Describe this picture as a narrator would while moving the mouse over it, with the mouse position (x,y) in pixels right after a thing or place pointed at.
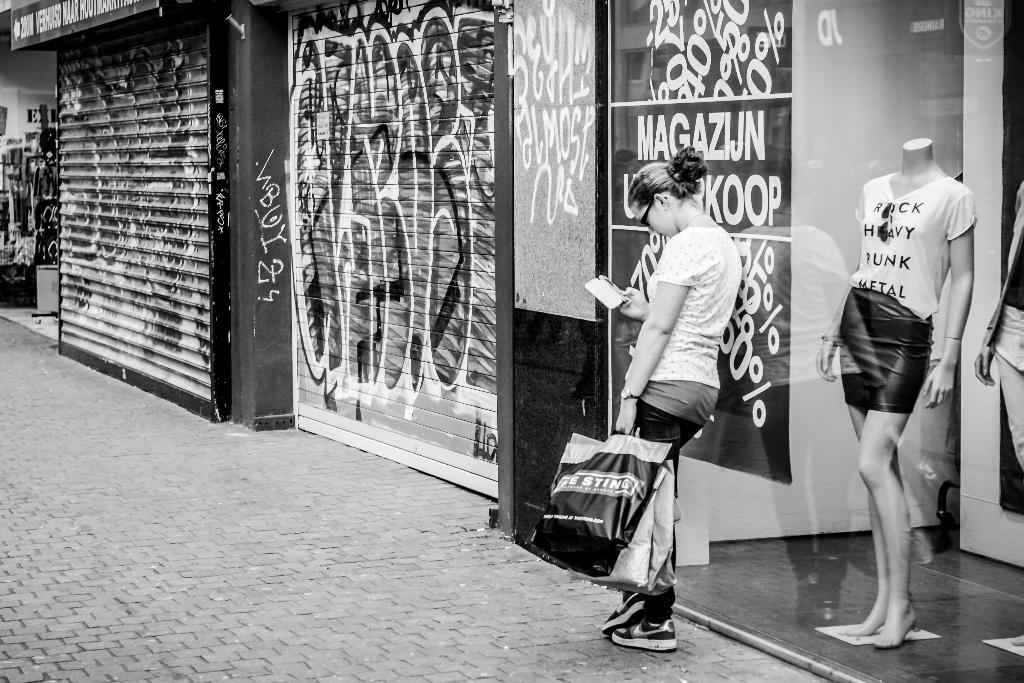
In this image I can see a person (673,415) standing and holding a bag (608,471) and mobile (607,290). Back I can see few stores (849,112) and I can see mannequin (924,235). The image is in black and white.
